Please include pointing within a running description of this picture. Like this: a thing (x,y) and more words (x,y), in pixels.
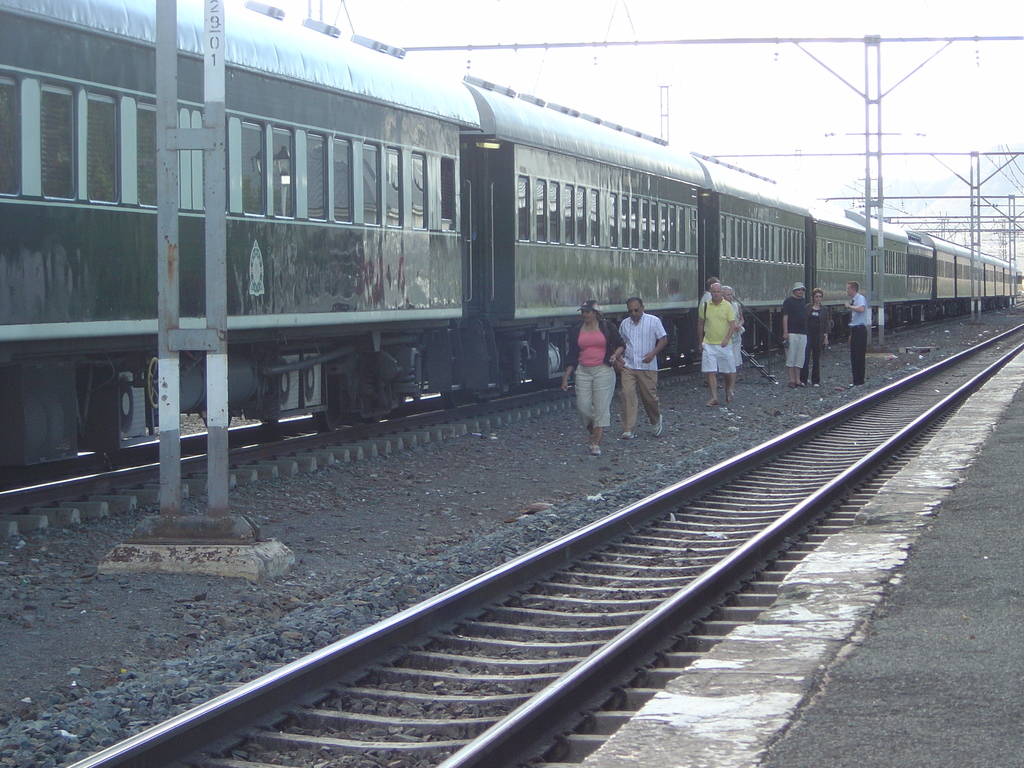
This is a train (510,228), which is on the rail track (298,432). I can see few people (730,305) walking and few people (825,327) standing. I think these are the current poles (979,221). This looks like an iron pillar (219,170). Here is the platform (929,561). These are the train coaches (715,257), which are connected to each other.
